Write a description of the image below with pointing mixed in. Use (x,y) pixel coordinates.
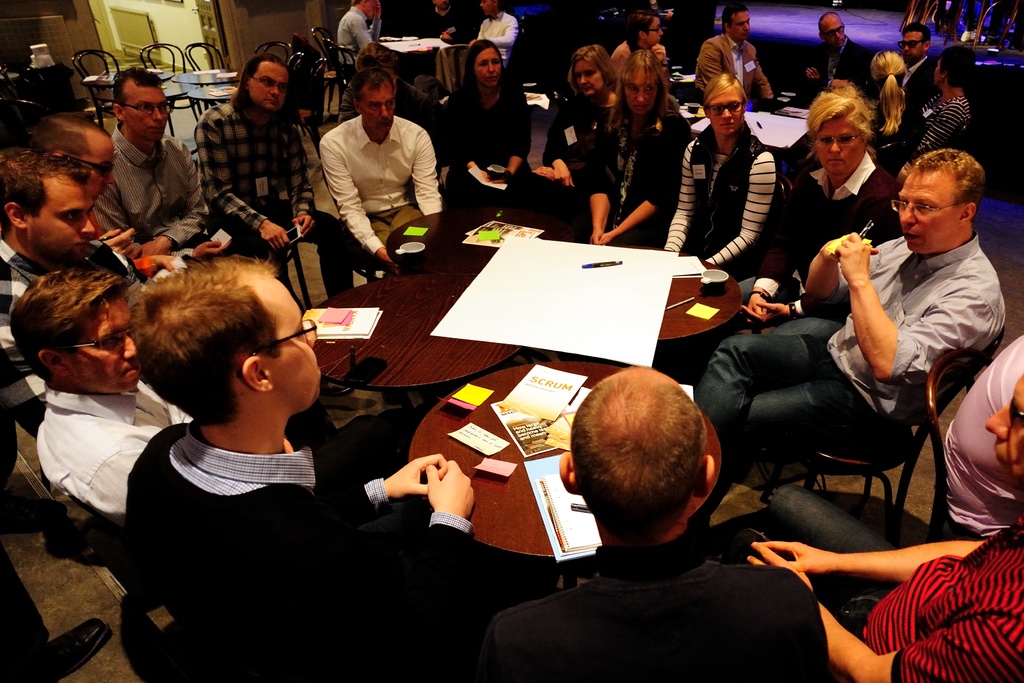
In this image, there is a group of peoples (699,452) sat on the chair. In the center of the image (427,382), there are few tables (423,295). On the top of the table (414,350), we can see chart (531,314), pen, cup (706,279), papers (513,465), some books (365,325). The background (74,75), there are so many chairs (175,66) and tables (194,78).
